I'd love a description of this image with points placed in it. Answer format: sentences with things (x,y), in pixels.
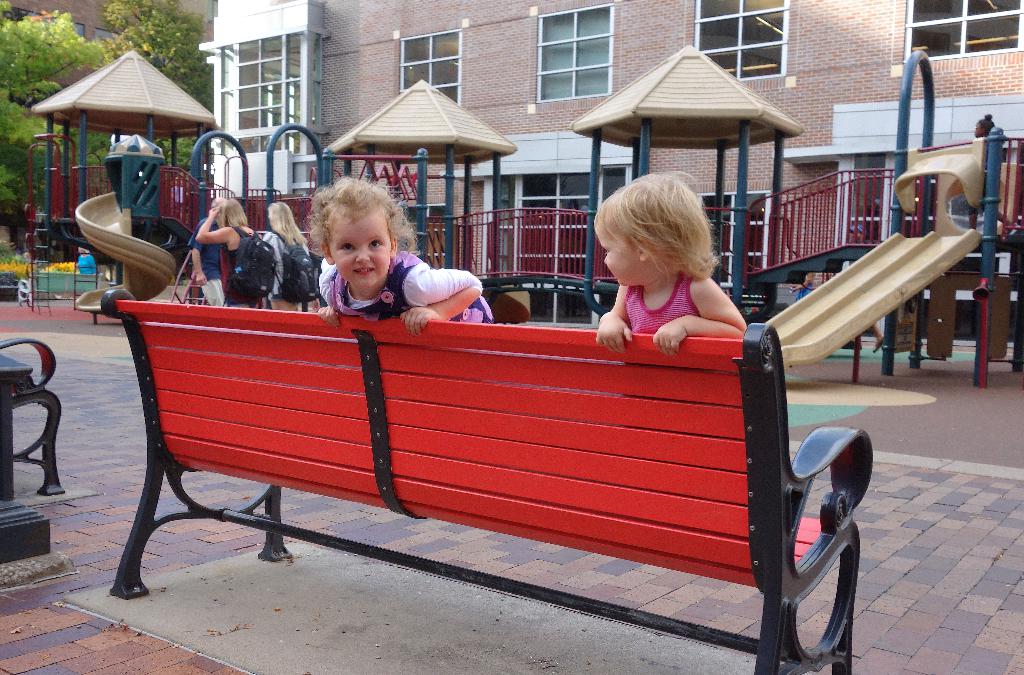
In the center (405,288) we can see two persons (620,298) were sitting on the bench (580,400). In the background (657,159) there is a building (825,136), fence (550,247), trees (90,160), road (61,340) and few persons (298,244) were walking on the road (78,365).
